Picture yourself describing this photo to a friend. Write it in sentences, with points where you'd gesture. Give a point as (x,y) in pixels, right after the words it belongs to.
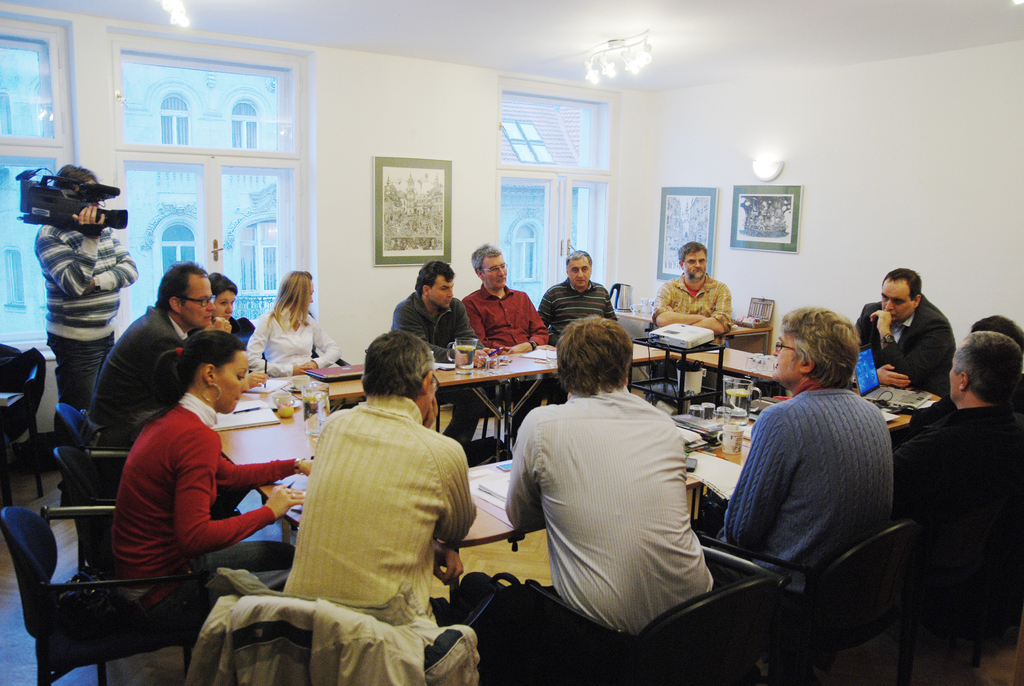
In this picture we can see a group of people (585,551) sitting on chairs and here man (97,272) standing holding camera (82,209) in his hand (90,230) and in front of them there is table (288,439) and on table (279,425) we can see glass (321,395), laptop (351,374), jar (467,367), projector (664,341), papers (712,465) and in background (344,155) we can see wall (369,202) with frame (395,199), lights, window (198,151).
